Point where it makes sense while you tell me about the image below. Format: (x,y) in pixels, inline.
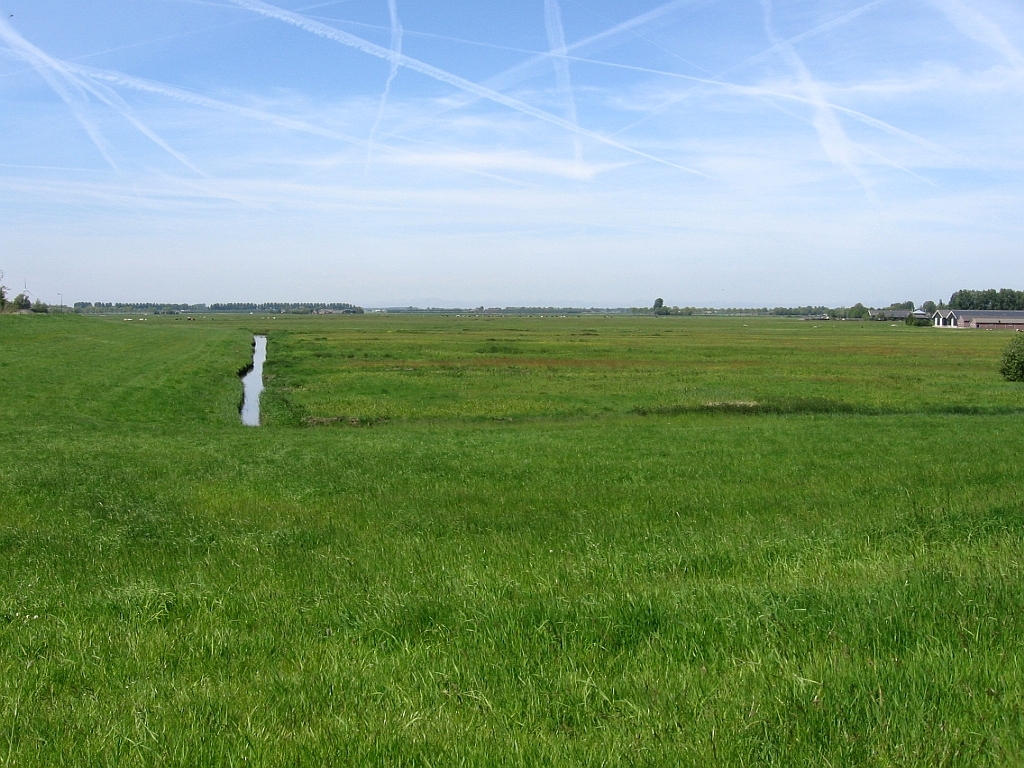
In the picture we can see a crop (845,599) and far away from it we can see some houses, trees (246,308) and sky (637,133) with clouds (765,192).
